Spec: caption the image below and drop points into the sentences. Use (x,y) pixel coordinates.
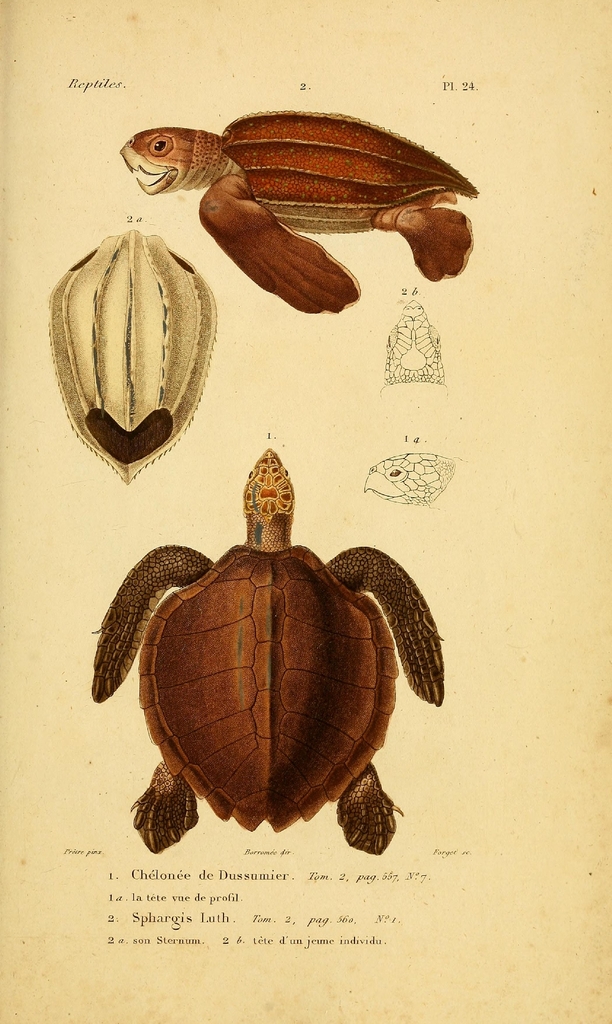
This image consists of a paper (543,523). On this paper (190,517) I can see two images (316,204) of tortoises (287,262) and also there are other images (135,350). At the bottom of this image (215,896) I can see the text (216,898).
